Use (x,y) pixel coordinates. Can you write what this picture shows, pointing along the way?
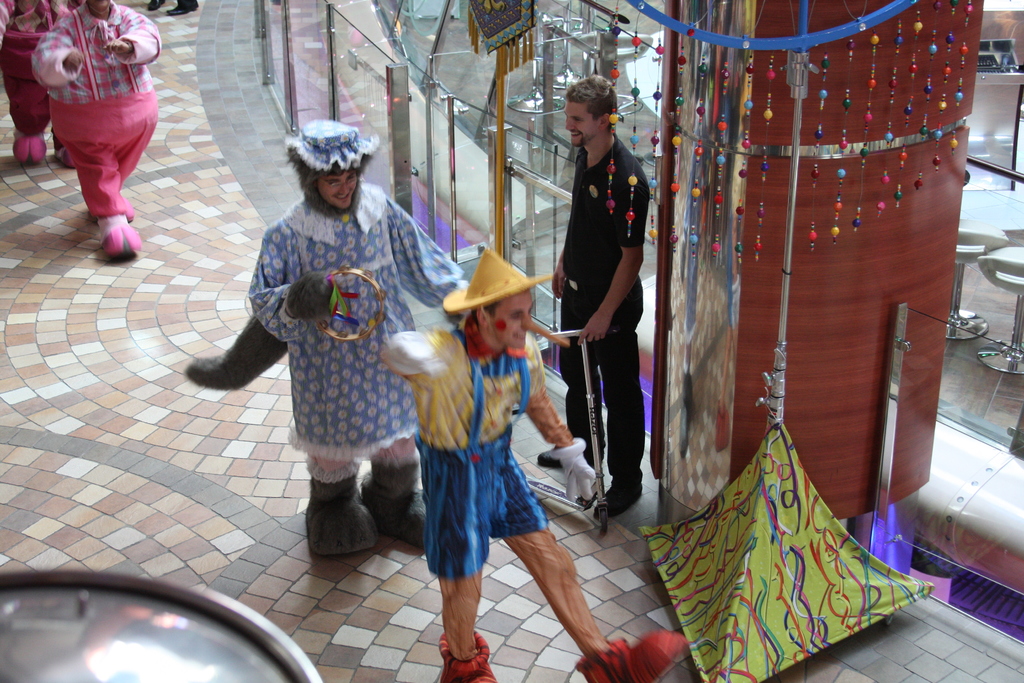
In this image we can see the people (315,234) wearing the fancy dress (93,118) and walking on the path (39,240). We can also see a man (607,284) standing and holding an object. We can see the glass barrier (355,43) and some hangings (846,147) to the blue color ring (860,19). We can also see a pole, an object (821,559) and in the bottom left corner (232,625) we can see an object (119,651).
